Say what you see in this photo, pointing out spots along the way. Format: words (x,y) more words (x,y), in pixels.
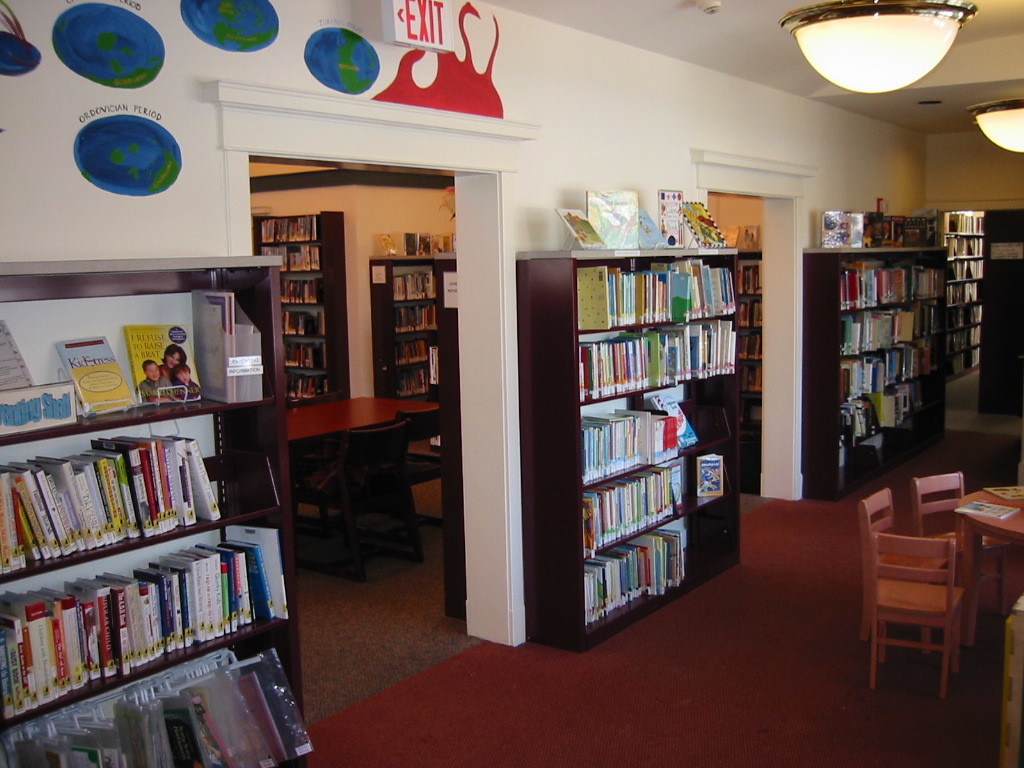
This is the picture of a library (245,302) where we have different shelf (548,338) on which some books (874,366) are placed and there are some lamps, chairs (885,576) and tables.
